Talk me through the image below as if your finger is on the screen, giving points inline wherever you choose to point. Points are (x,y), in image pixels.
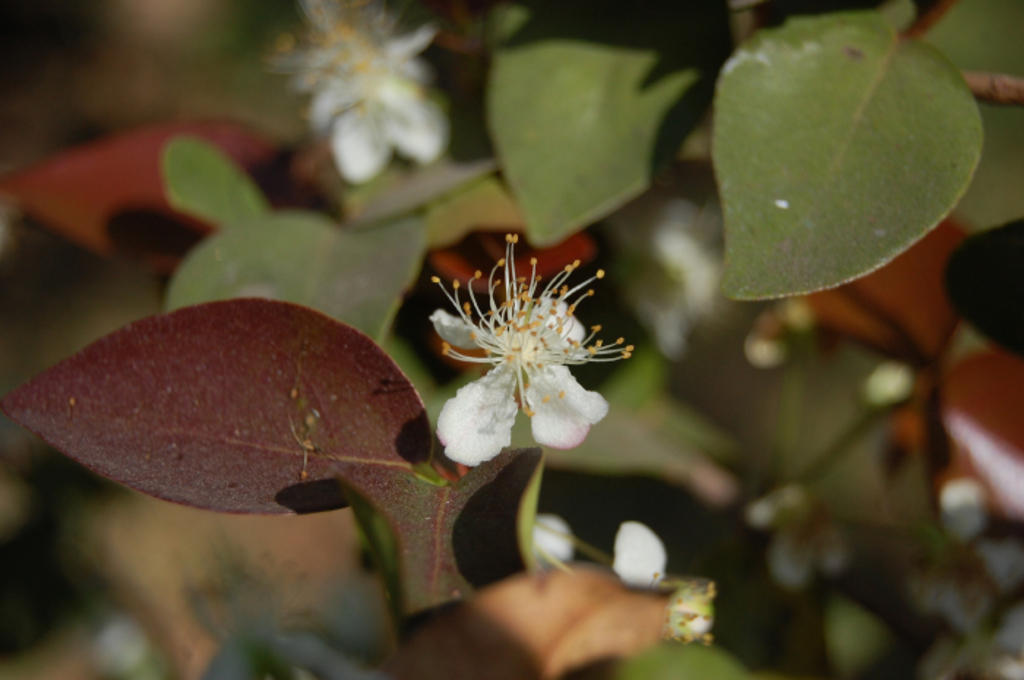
In this image we can see flowers (326,32) and leaves (640,188). In the background (442,306) it is blur.
